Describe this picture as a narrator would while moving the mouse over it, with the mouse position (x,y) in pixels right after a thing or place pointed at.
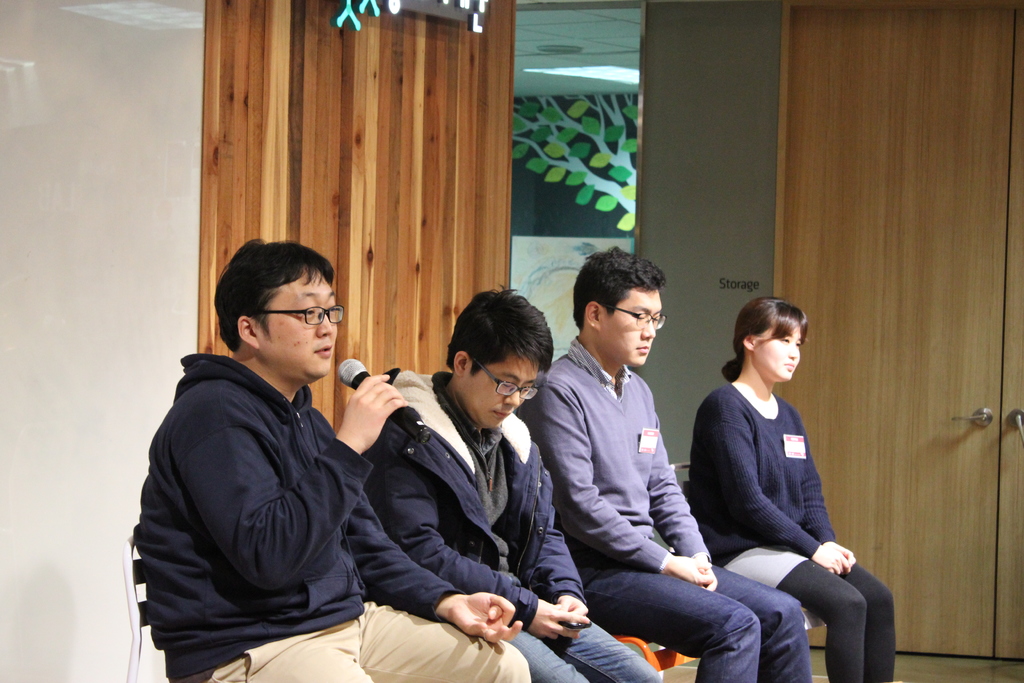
In the foreground of the picture (701,518) we can see four persons (572,567) sitting on chair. In the middle (382,229) we can see pillar (446,137), door (789,198), and other objects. In the background (166,81) we can see wall (166,81) and a design (588,147) of a tree (591,135) may be on a glass (576,167).
